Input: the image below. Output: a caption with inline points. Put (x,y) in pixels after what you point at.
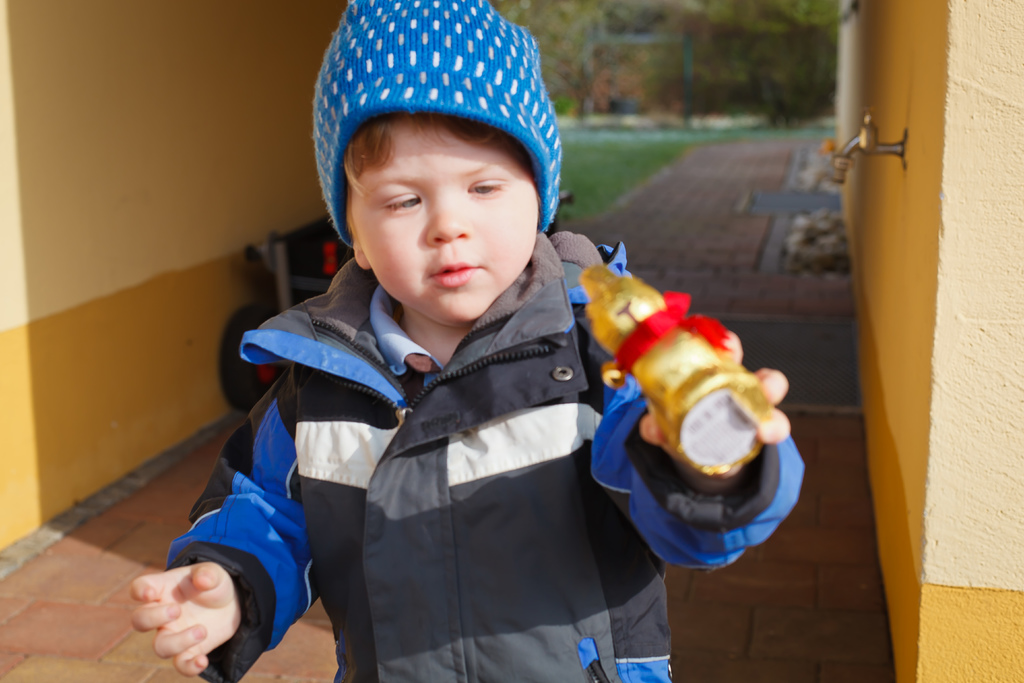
In the center of the image (480,355) we can see a boy (619,419) is standing and wearing jacket (483,405), cap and holding a toy (621,309). In the background of the image (984,571) we can see the wall (989,560), cart (335,251), trees (828,58), grass (618,174), tap (870,153). At the bottom of the image (32,638) we can see the floor (86,638).
